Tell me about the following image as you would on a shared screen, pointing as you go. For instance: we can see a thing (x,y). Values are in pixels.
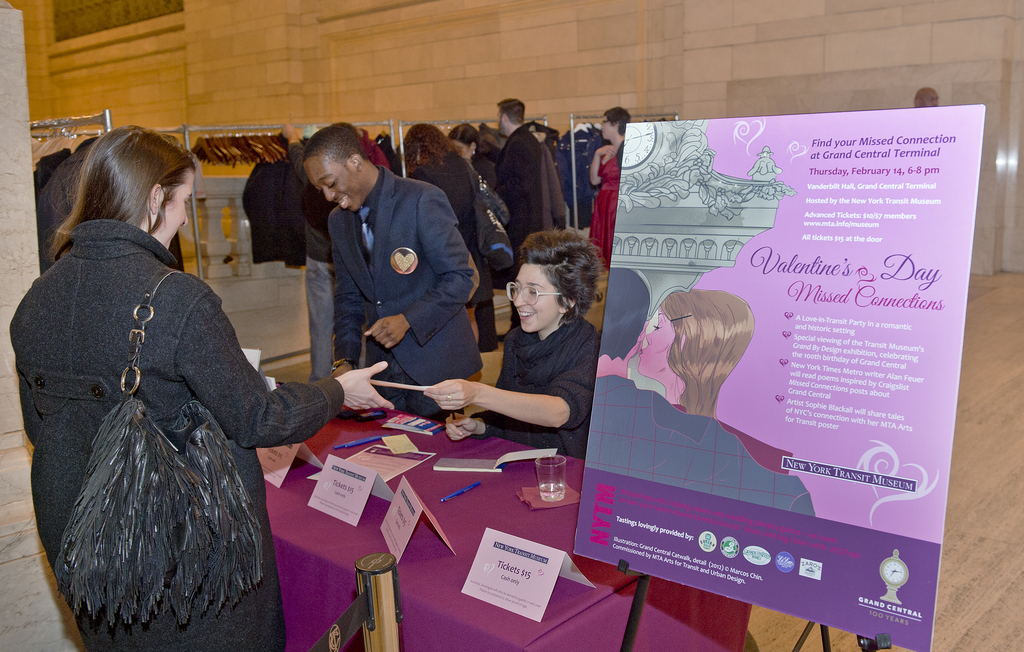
In the picture I can see a woman (114,344) wearing black dress (83,371) is standing and there is a table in front her which has few objects (474,461) placed on it and there is a woman (531,356) sitting in front of her and there is another person (438,236) standing beside her and there is a board (809,361) placed on a stand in the right corner (884,365) and there are few clothes (569,158) and persons (522,174) in the background (517,167).
